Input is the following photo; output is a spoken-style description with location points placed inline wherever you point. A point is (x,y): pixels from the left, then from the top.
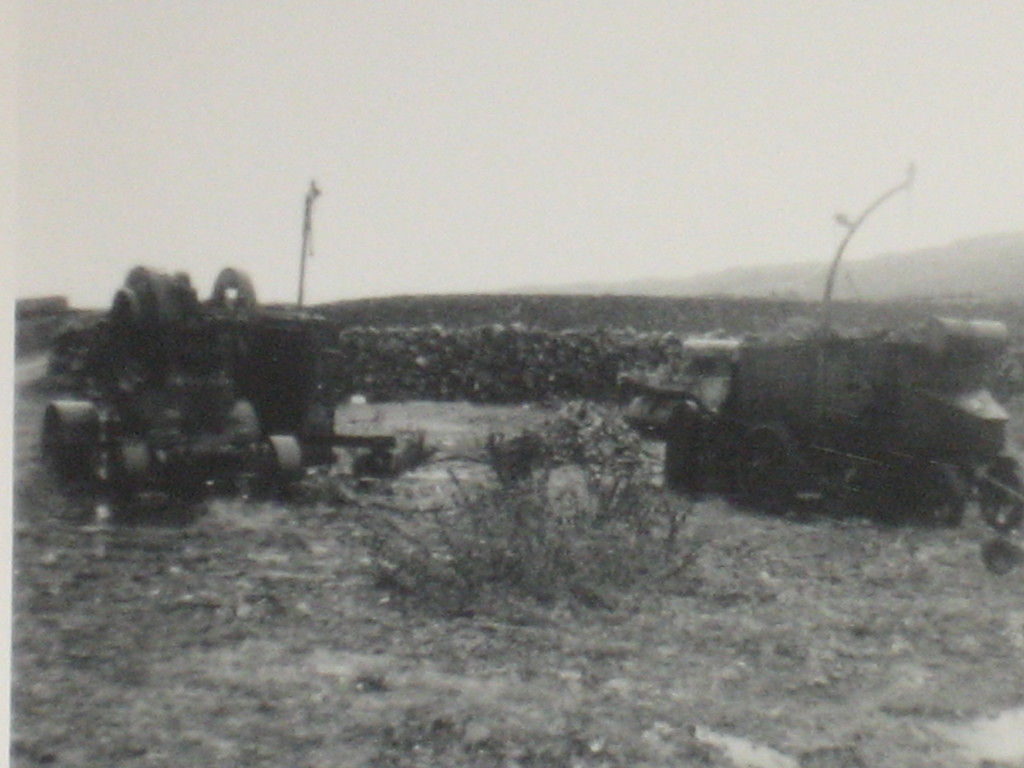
It is a black and white image. In this image, we can see vehicles (851,466), poles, wall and plants (636,544). Background (588,174) we can see the sky (528,154).
